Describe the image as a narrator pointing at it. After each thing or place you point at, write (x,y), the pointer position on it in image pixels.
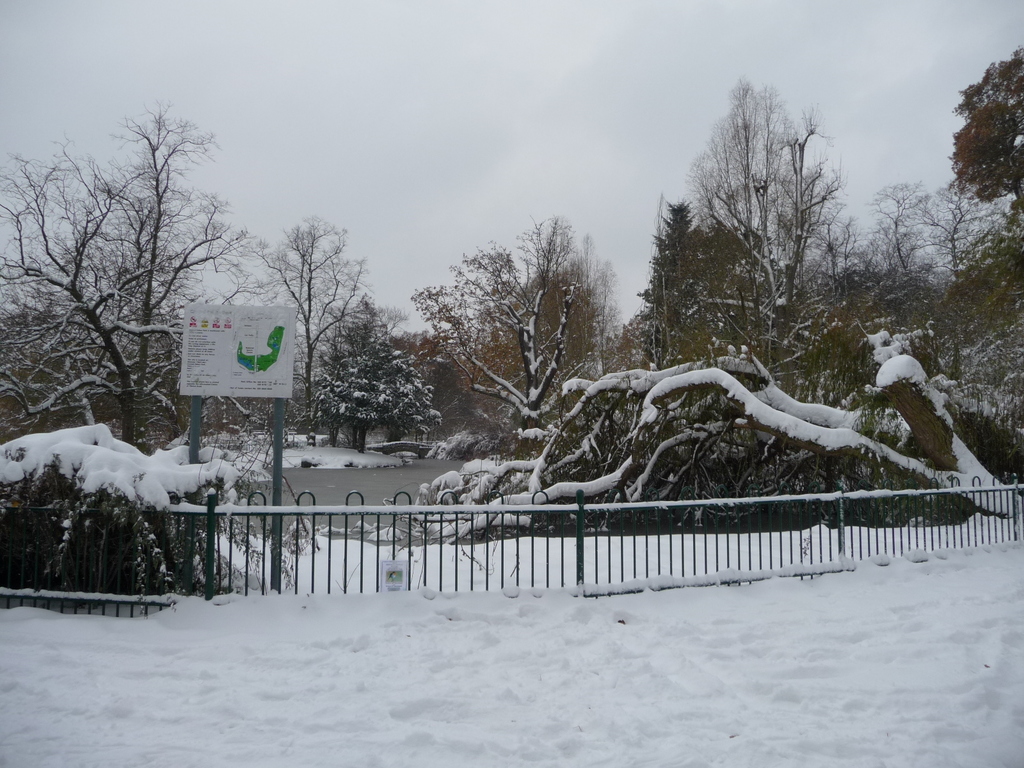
In the picture we can see snow (796,667), fencing (609,551) and in the background of the picture (426,436) there is water (418,464), there are some trees (454,279) and cloudy sky (449,153).
